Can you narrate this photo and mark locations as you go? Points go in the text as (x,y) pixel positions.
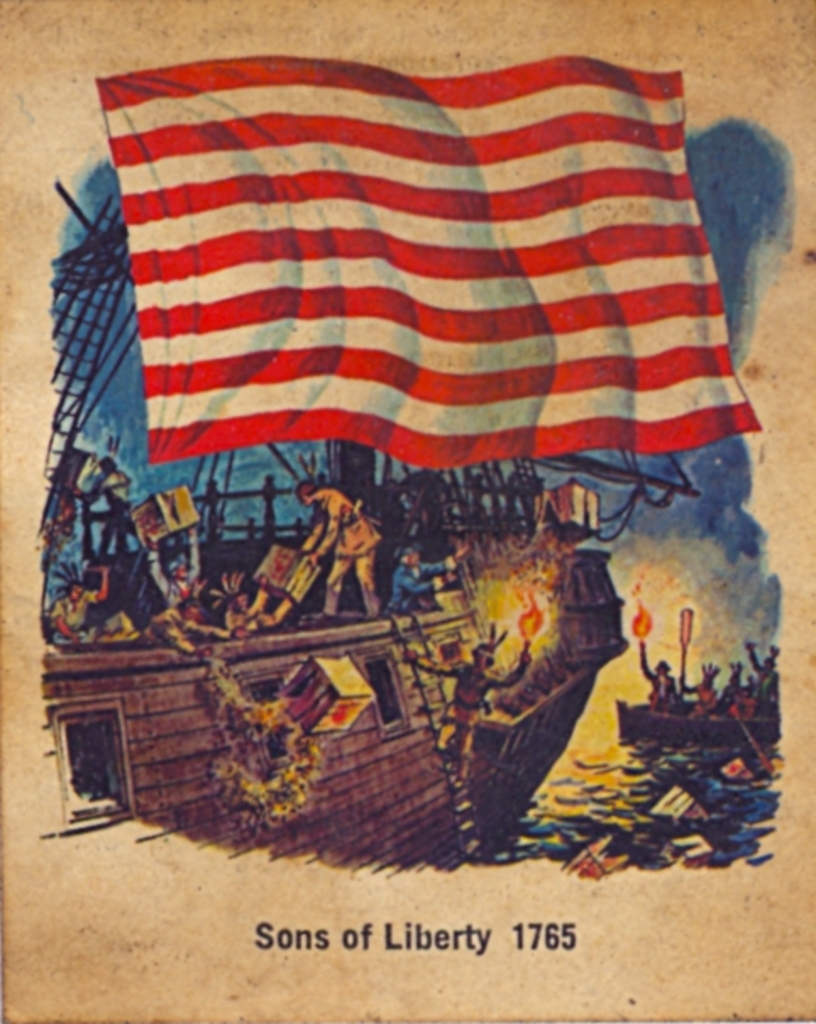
In this image I can see the poster (484,771). In the poster (484,763) I can see two boats (509,726) and there are few people (449,723) in the boats (414,742). These people (481,715) are holding the fire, paddles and some boxes (284,590). These boats (329,631) are on the water (567,810). I can see the flag (377,233) in the top (428,219) which is in red and white color. And I can see the name sons of liberty 1765 (418,938) is written on the poster (355,972).
